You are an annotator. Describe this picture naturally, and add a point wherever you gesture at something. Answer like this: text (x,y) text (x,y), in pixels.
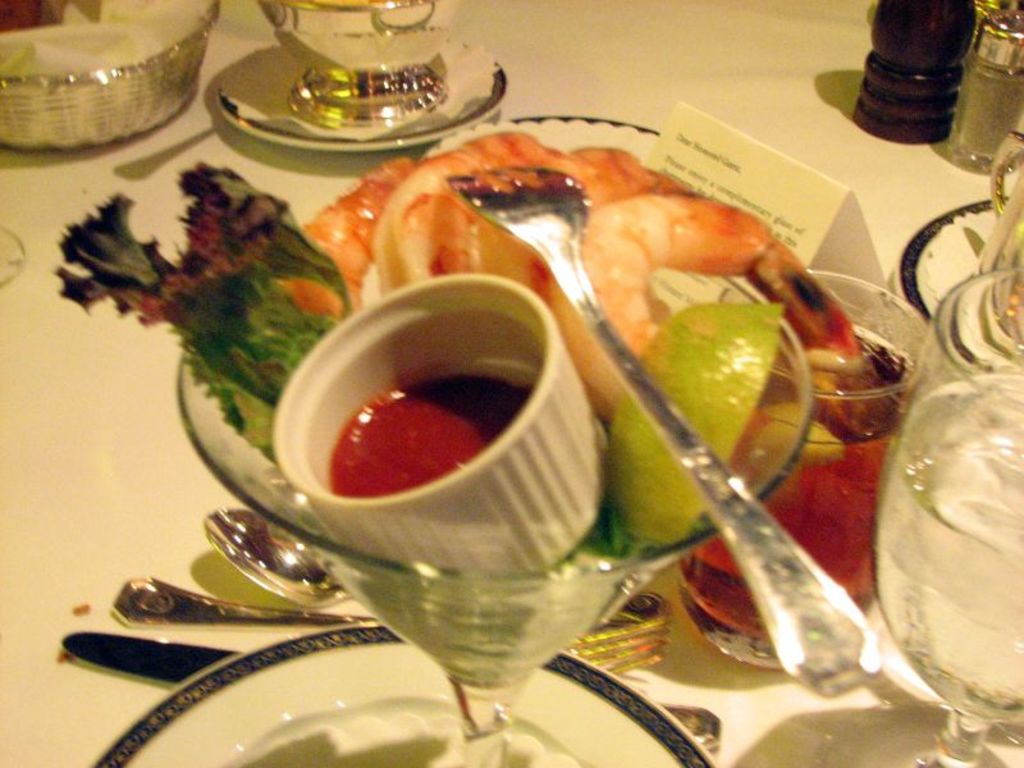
In the picture we can see a plate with some prawns (575,361), and a bowl (405,350) of sauce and fork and besides, we can see some glass (985,510) of water (1007,554) and some spoons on the table (39,716).
